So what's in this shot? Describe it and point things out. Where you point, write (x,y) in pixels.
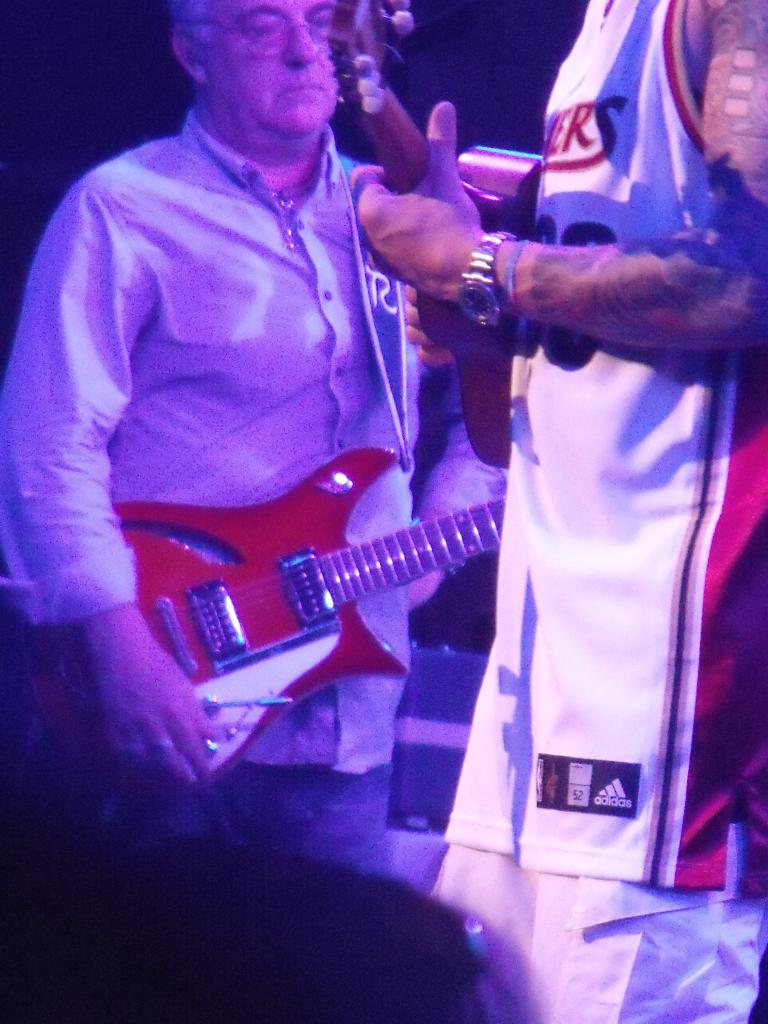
In this image there is a man (67,618) standing and holding a guitar (442,532) in his hand (442,494), another person (731,160) standing and holding guitar (339,49) in his hand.
